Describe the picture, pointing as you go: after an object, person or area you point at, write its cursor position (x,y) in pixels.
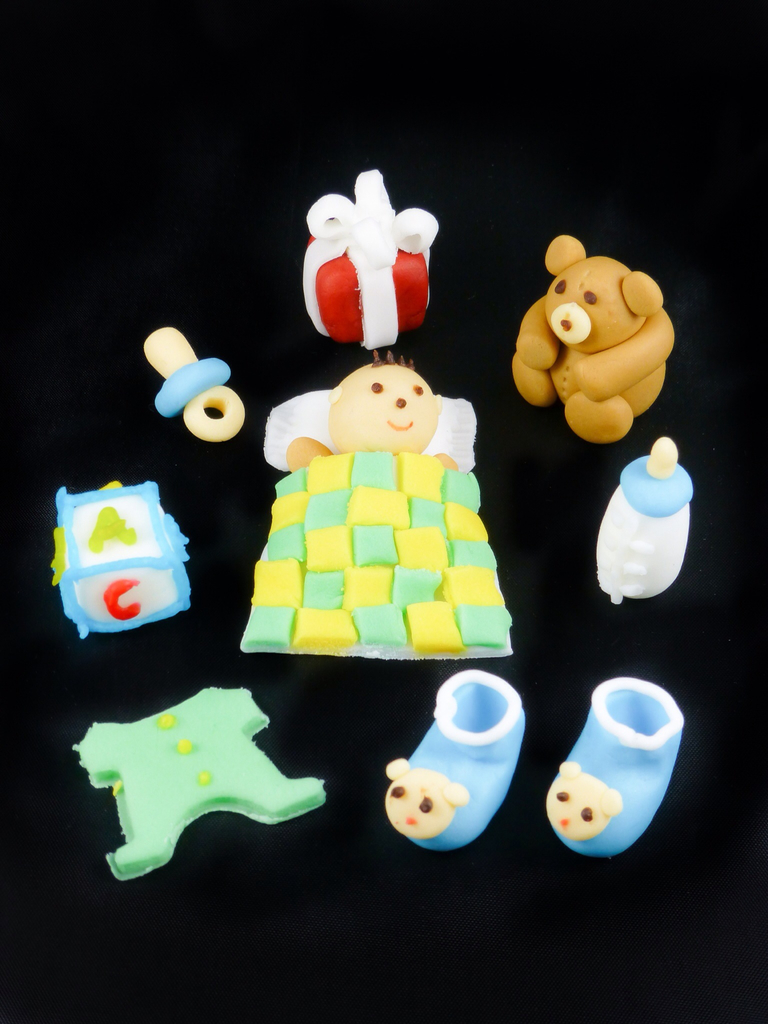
In this picture there is an artificial box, shoes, dress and there is an artificial person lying on the bed (341,539) and there is a teddy bear (644,376) and there are objects (239,414). At the back (732,701) there is a black background (509,855).
